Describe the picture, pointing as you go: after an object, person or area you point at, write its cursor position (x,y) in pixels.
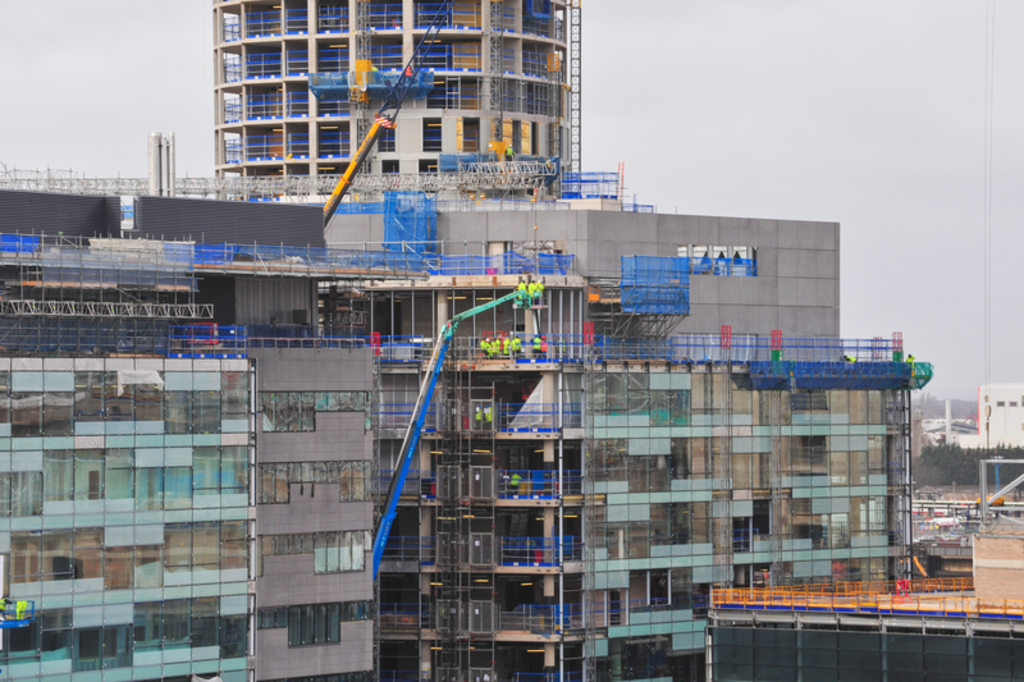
In this picture we can see buildings (436,610), cranes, fences (528,562), trees (928,459), some objects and some people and in the background (781,116) we can see the sky (735,88).
